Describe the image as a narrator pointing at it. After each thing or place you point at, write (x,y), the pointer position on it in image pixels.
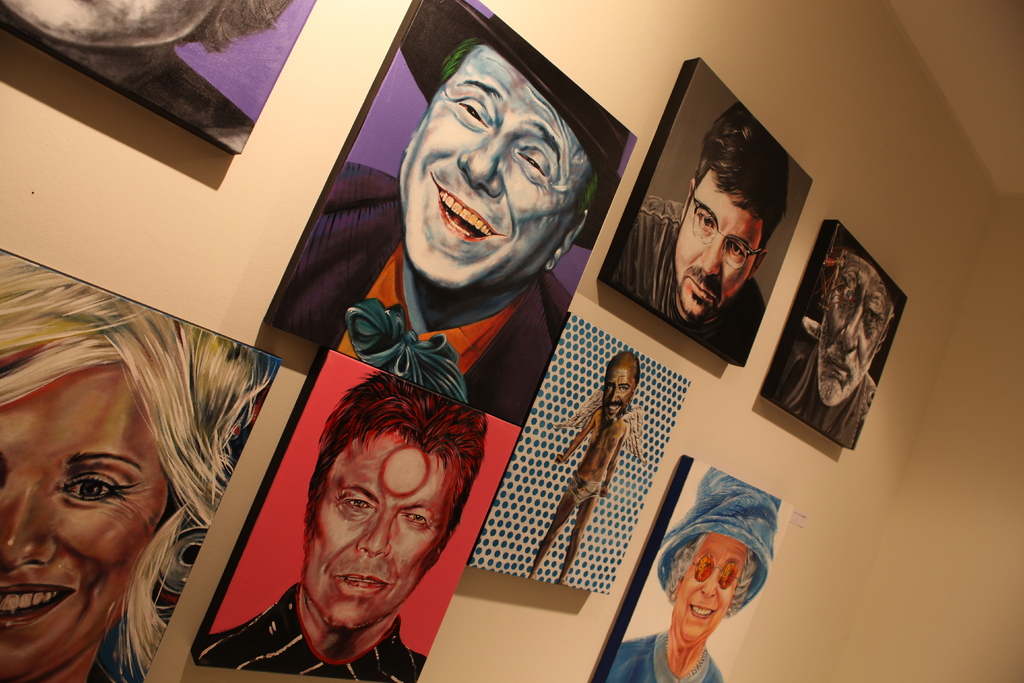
In this image we can see wall hangings (514,531) attached to the wall (842,168).
